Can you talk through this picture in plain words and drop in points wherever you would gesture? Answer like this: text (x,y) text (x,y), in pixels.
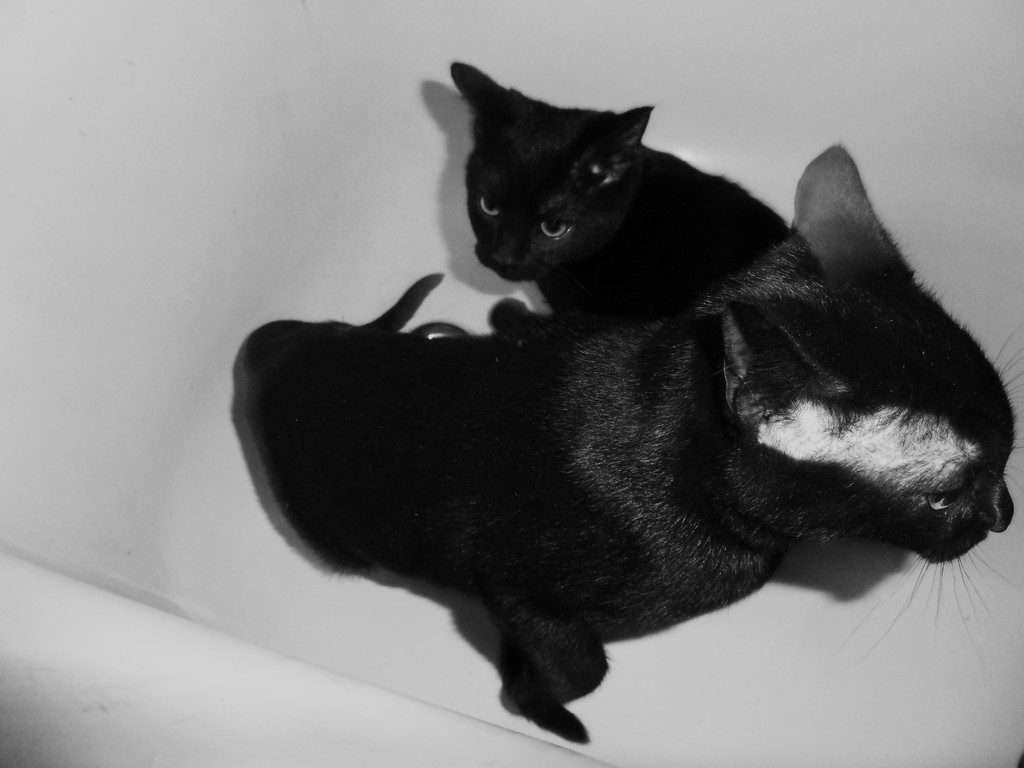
In the center of the image (563,399) two cats (563,399) are present.
